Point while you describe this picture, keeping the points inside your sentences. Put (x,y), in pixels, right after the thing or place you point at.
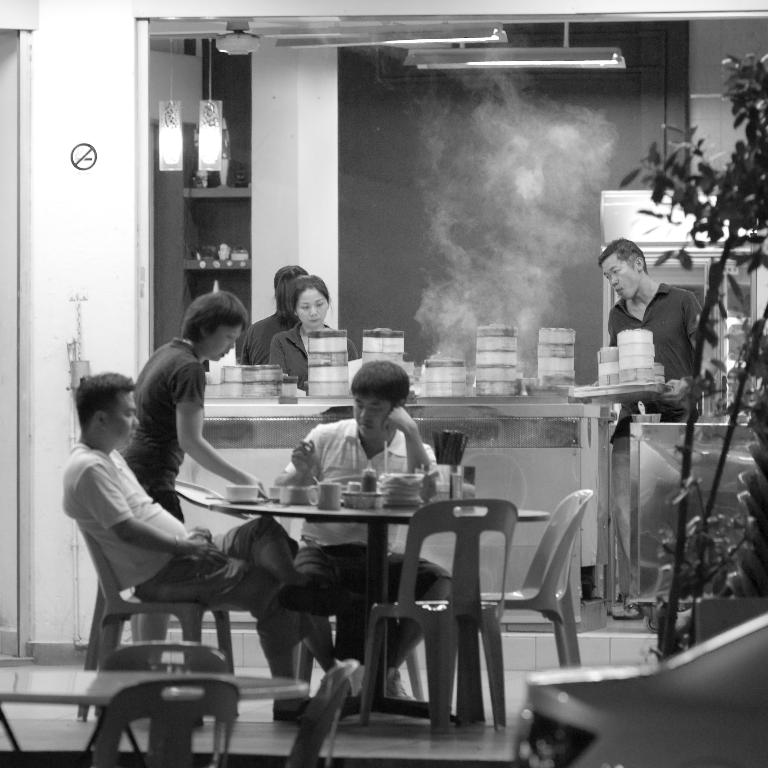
In this picture there are two men (395,567) who are sitting on the chair (132,618). There is a cup (240,496), sticks (460,457) and few objects (393,492) on the table (383,492). There is a person (182,391) standing. There are two women (311,324) who are standing. There are boxes (570,356) on the desk (545,447). There is a man (647,314) standing and holding few boxes (623,378) in a tray (615,389). There is a bowl (654,415), spoon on the table (353,511). There lights (214,139), smoke (505,259), plant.
